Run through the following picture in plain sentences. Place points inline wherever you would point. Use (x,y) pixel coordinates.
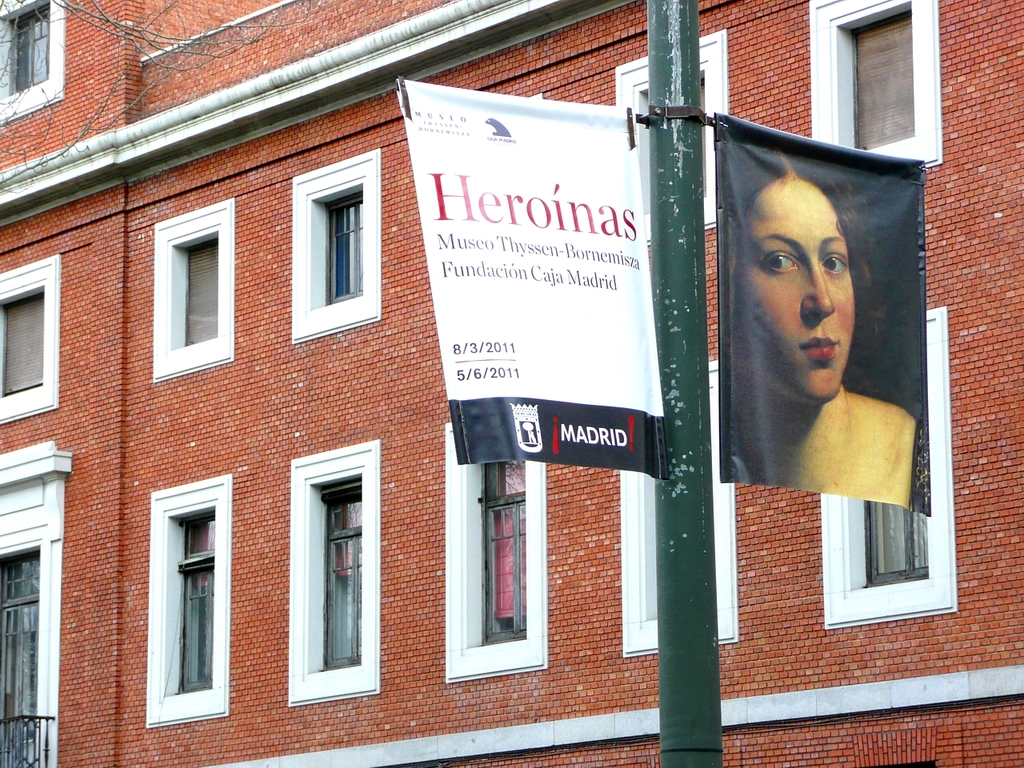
This picture is clicked outside. On the right (797,343) we can see the text (620,432), numbers (459,345) and the depictions (527,428) of some objects (501,125) on the poster (593,194) and we can see the depiction (813,285) of a person (850,261) on the poster (892,366) and the posters (577,164) are attached to the pole (681,475). In the background (242,145) we can see the building (267,331) and we can see the windows (291,562), railing (33,746) and the brick wall (337,371) of the building (239,663). In the top left corner (130,23) we can see the dry stems (143,30).
